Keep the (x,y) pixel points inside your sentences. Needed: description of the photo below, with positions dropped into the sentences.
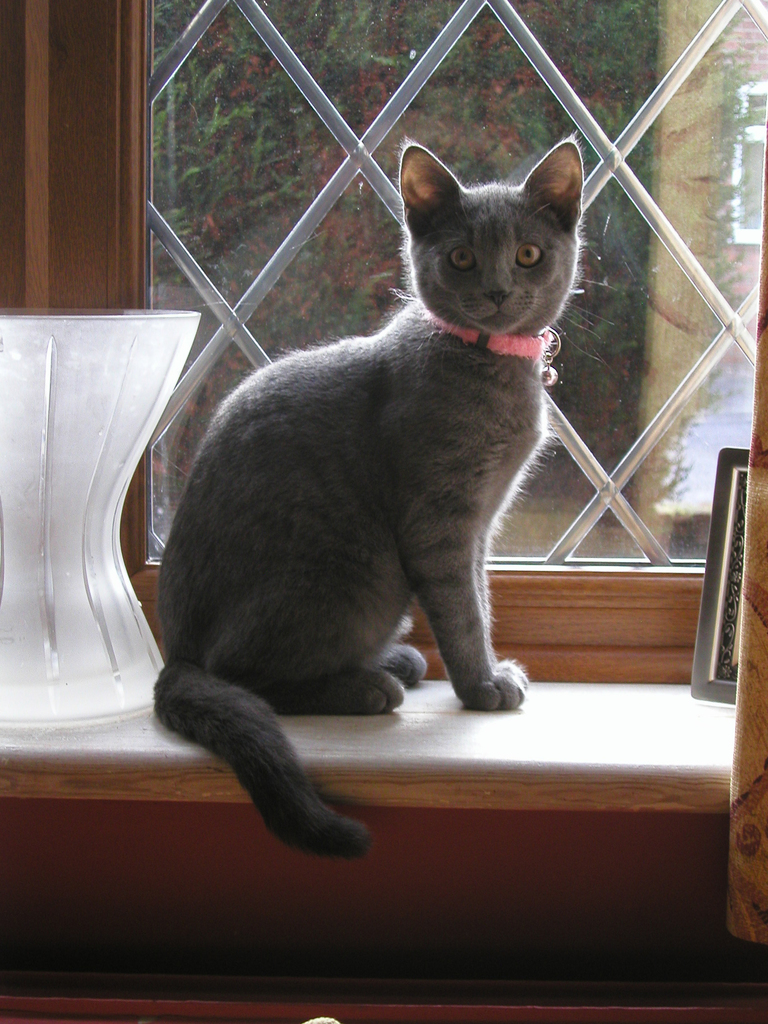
In this image we can see a cat (443,587) on the windowsill (336,752), also we can see a vase (141,455), and a photo frame (711,639) on the windowsill (638,740), there is a window (680,70), plants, and the curtain (732,863).
